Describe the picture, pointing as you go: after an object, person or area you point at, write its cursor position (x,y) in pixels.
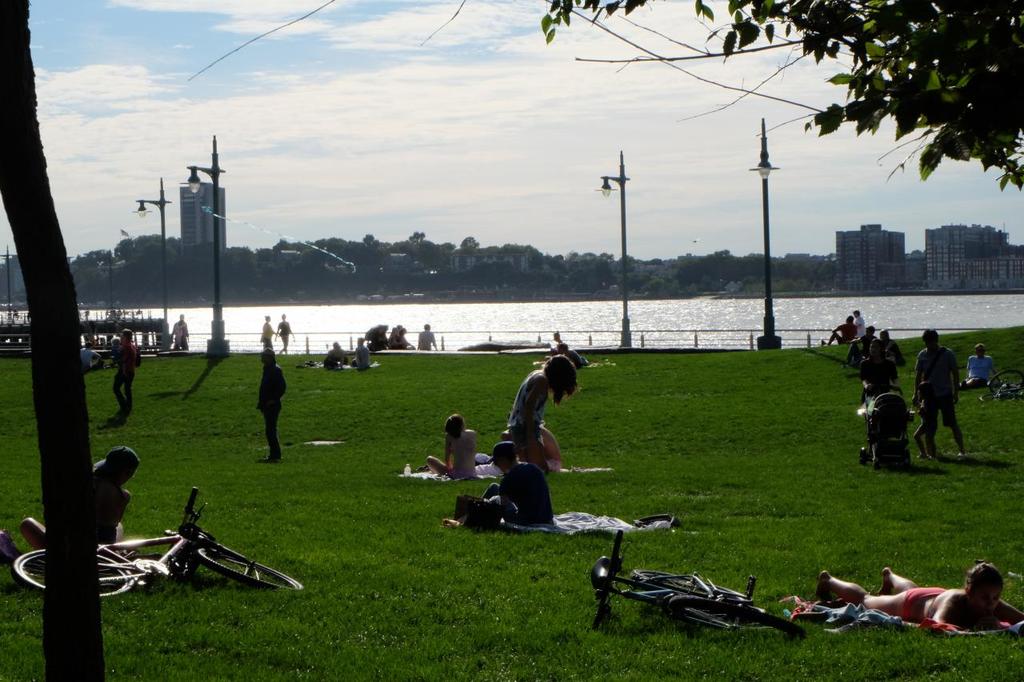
In this image I can see group of people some are standing and some are sitting, in front (691,585) I can see two bicycles (664,585). I can also see grass (388,436) in green color, background (547,326) I can see few light poles (771,325), water (552,314), and trees (832,107) in green color, I can also see few buildings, and sky (286,125) is in white and blue color.
